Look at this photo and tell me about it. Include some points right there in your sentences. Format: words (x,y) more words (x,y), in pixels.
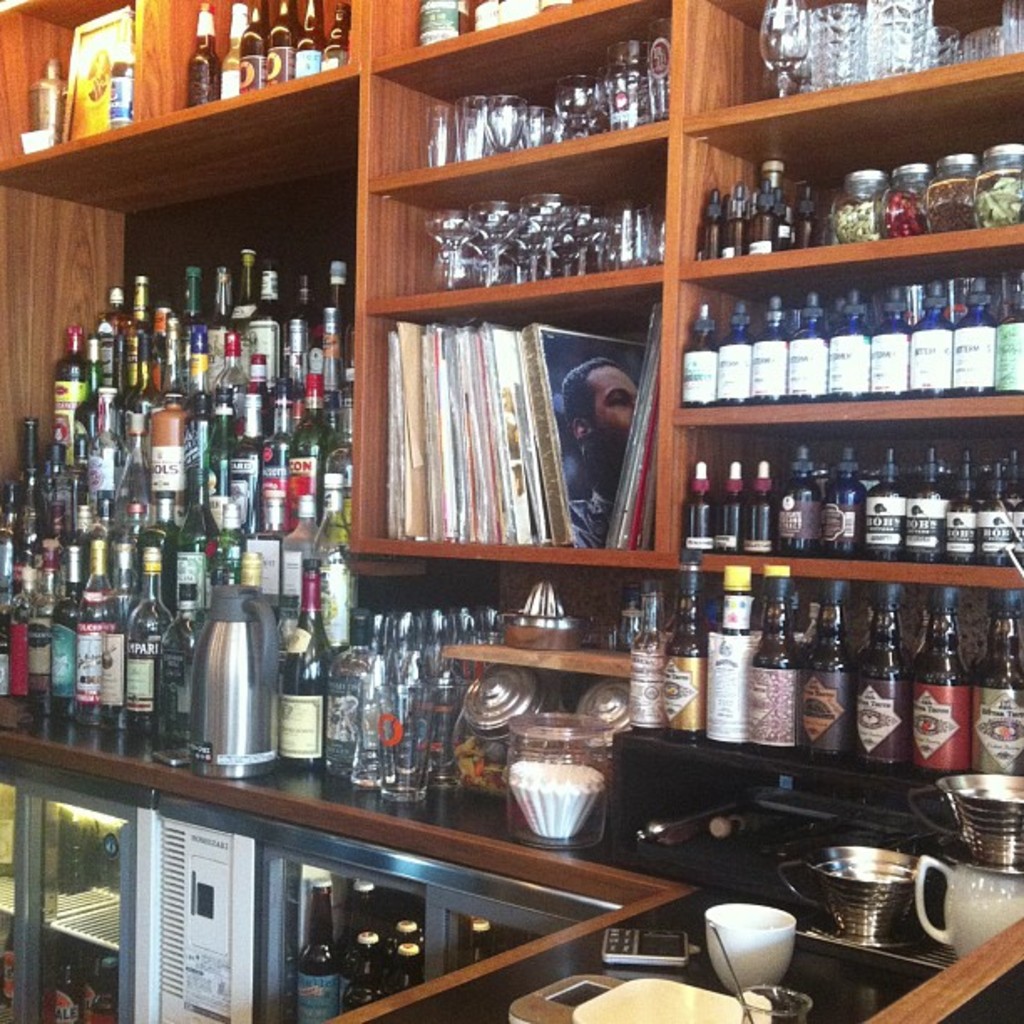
In this picture we can find racks (683,301) and wine bottles (783,725) and some records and we can also find a desk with the cup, jar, and some glasses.
